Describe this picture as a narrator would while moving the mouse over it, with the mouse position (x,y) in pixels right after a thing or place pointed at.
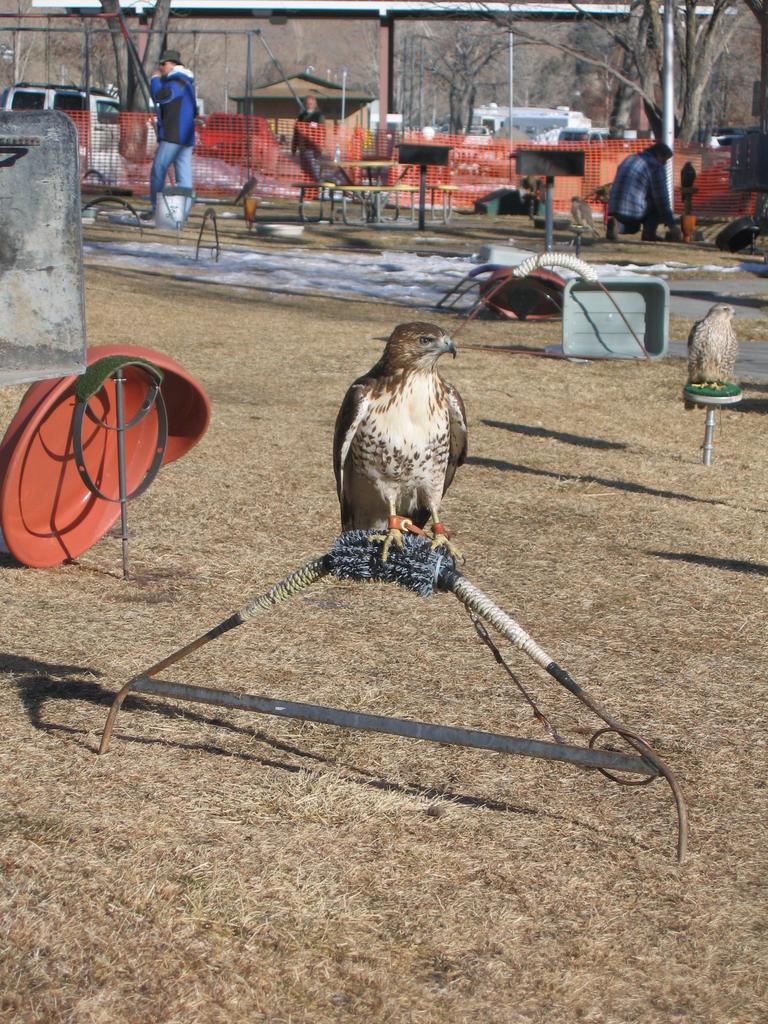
In this image we can see few birds (357,520). There are many trees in the image. There are few people (162,151) in the image. There are many objects (392,86) in the image.
